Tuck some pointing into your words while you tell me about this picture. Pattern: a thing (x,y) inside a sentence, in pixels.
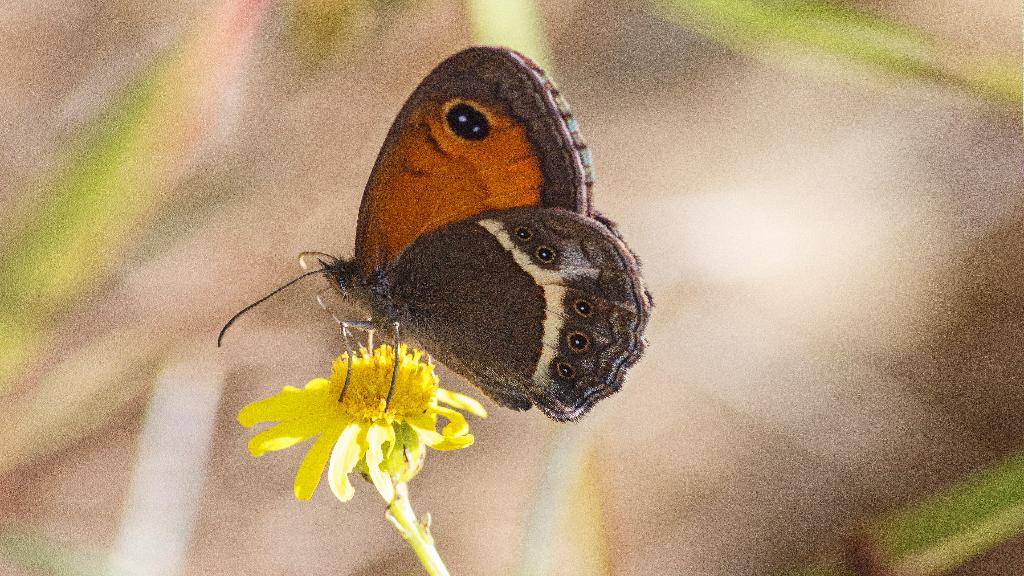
In the center of the image (464,304) we can see a butterfly (434,306) on the flower (371,397).
